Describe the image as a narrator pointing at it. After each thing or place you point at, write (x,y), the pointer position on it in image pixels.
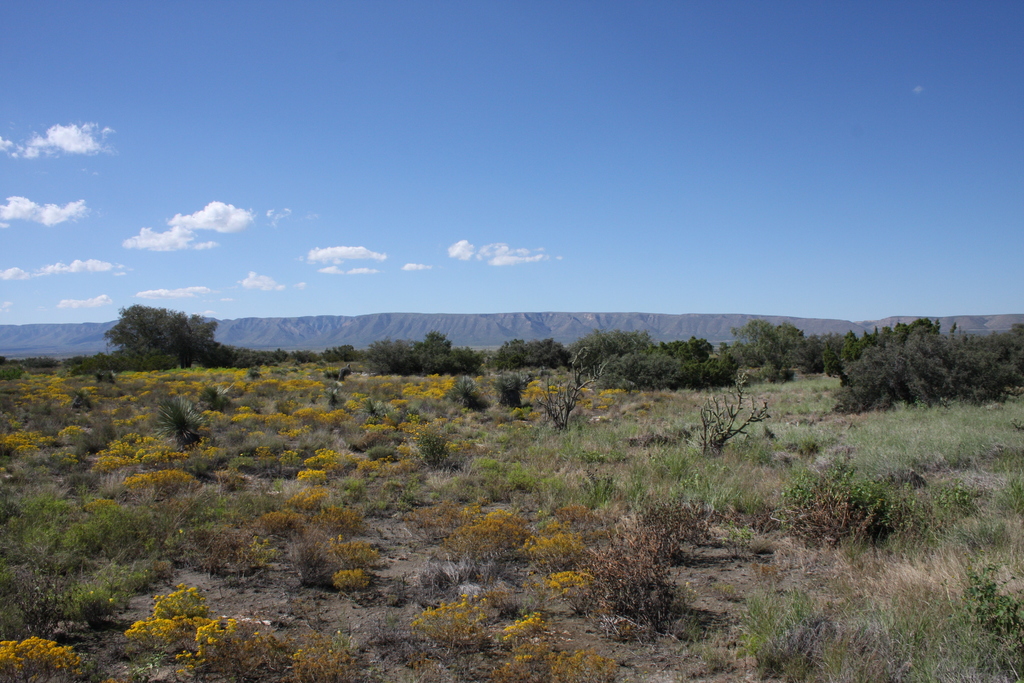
In this image I can see few trees (916,329), grass (767,424), few yellow color flowers (205,624) and mountains (307,341). The sky (330,204) is in blue and white color.
